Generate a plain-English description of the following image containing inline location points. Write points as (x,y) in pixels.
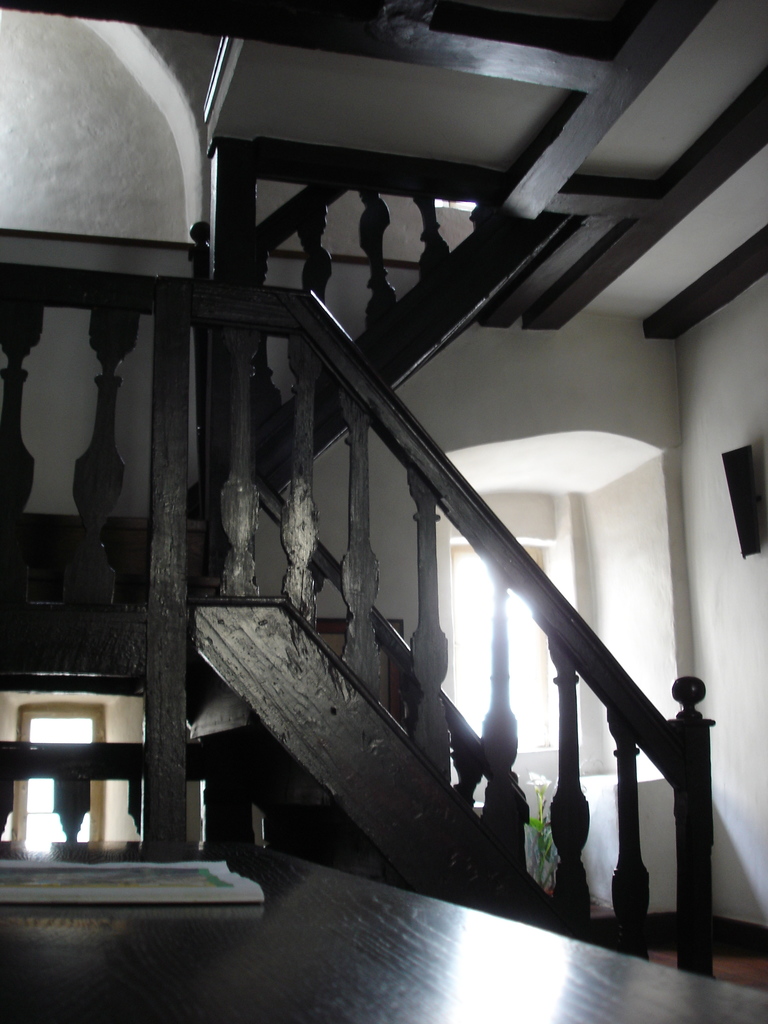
This is a table (388,965). On the table (307,990) there is a book (169,895). Here we can see a staircase (125,291) and this is wall (755,643).
